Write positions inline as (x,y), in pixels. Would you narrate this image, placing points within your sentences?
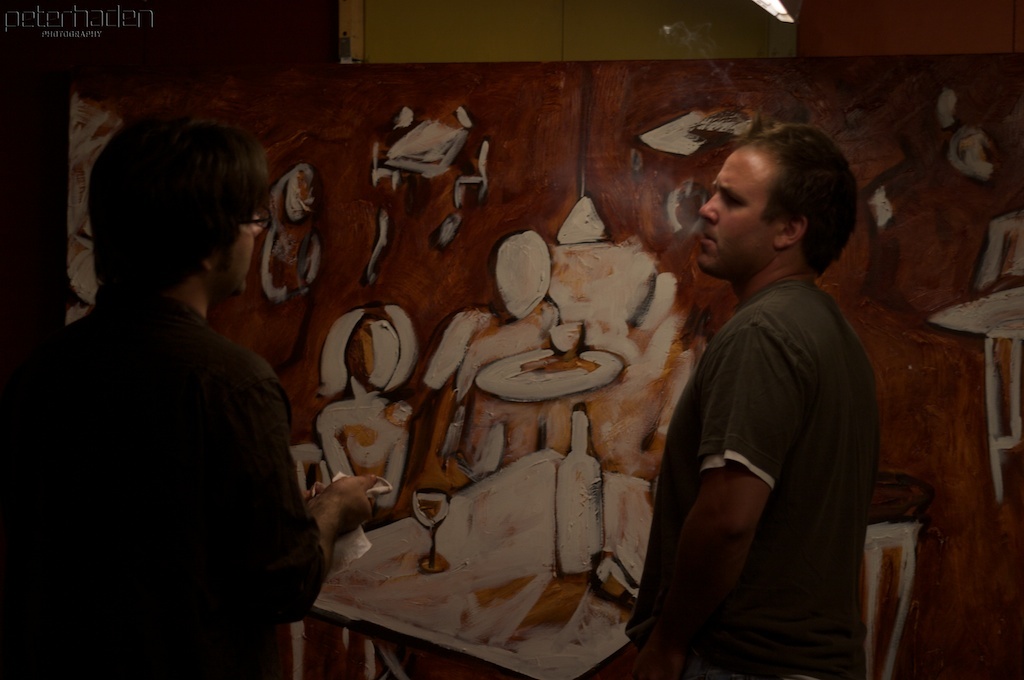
As we can see in the image, there is a painting (514,255) and two people (169,449) standing over here.
